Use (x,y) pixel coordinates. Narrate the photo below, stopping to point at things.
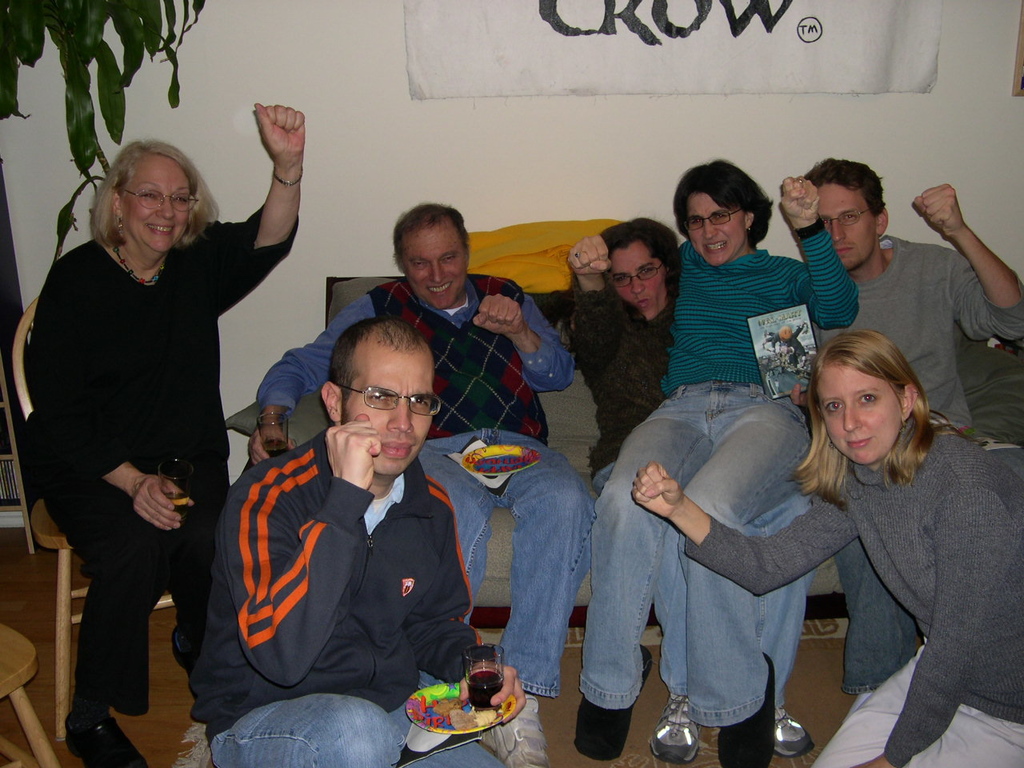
In this picture we can see some people (734,543) are sitting, a man (336,461) in the front (331,673) is holding a plate (440,695) and a glass of drink (487,683), in the background (361,193) there is a wall (351,220), we can see a chart (846,65) pasted to the wall (886,106), there is a plant (83,90) at the left top of the picture (84,66).
